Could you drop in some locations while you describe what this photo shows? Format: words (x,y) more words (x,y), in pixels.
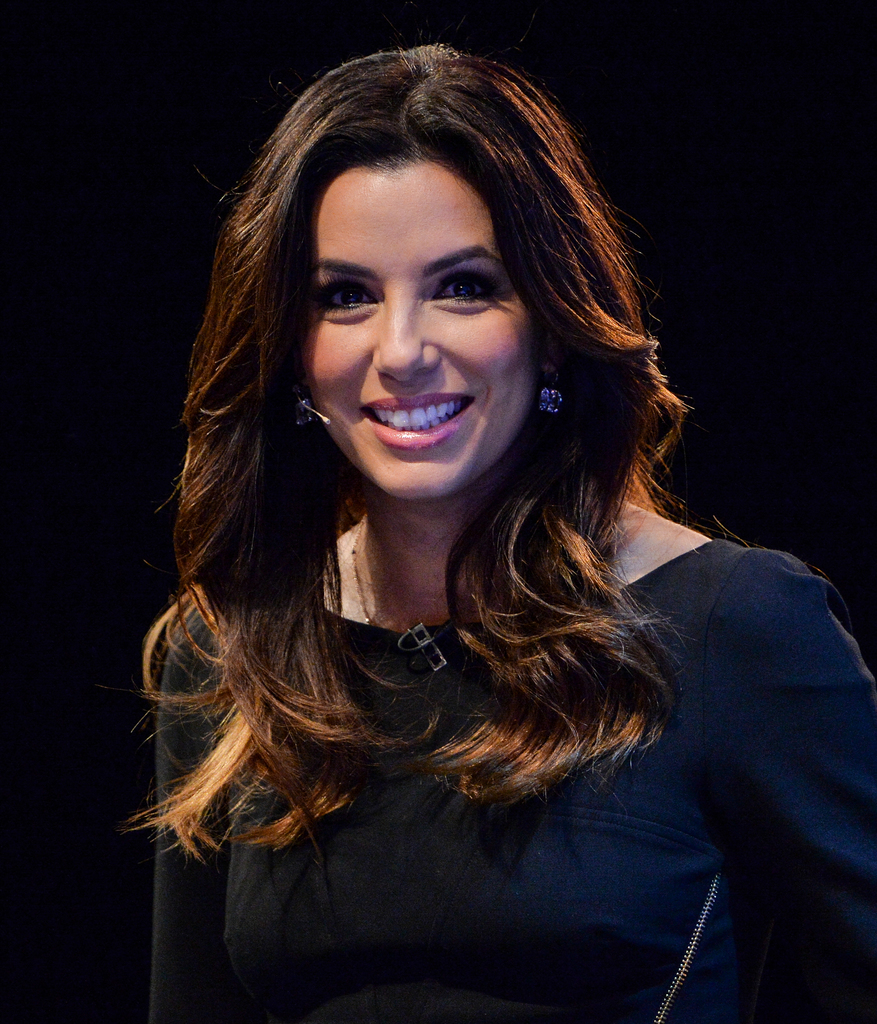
In this image we can see a woman (277,638).
